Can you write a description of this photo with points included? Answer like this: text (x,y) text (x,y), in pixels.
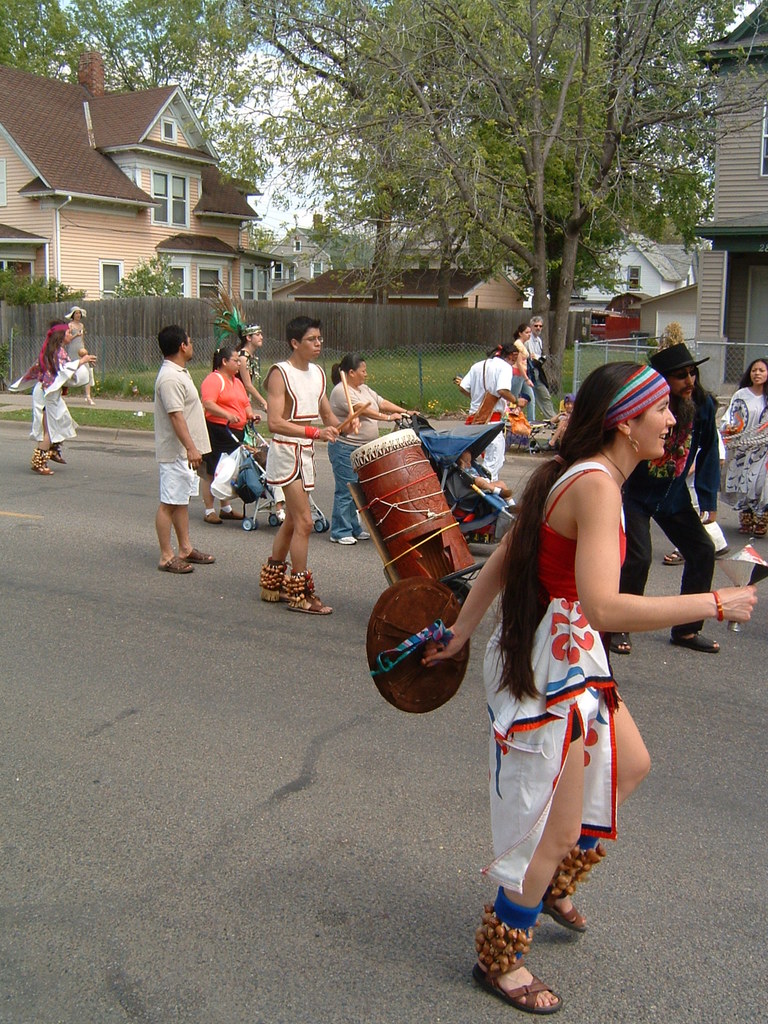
on the road (263,615) there are many people (251,347) two people (522,733) are playing instruments (422,553) there are buildings (177,267) trees (200,84) there is a clear sky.
